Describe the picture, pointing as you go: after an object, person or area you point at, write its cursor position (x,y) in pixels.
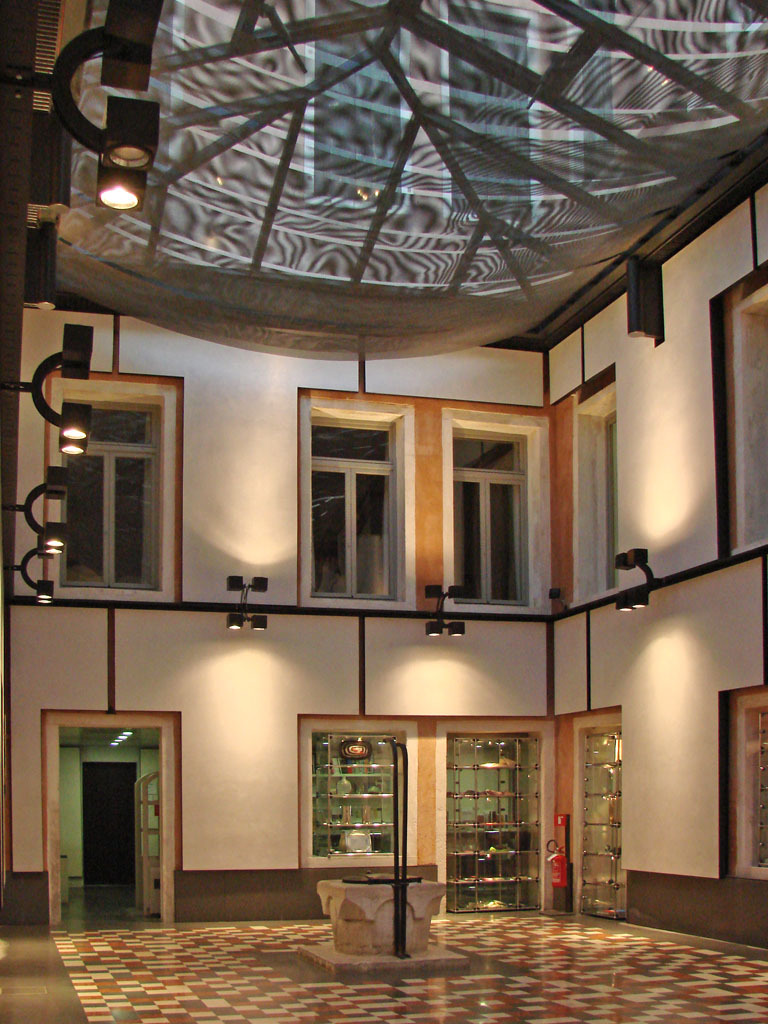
This image is taken inside a building (8,264). There are windows (366,504). There is a door (159,818). At the bottom of the image (215,985) there is floor (598,1011). At the top of the image (197,45) there is cloth (95,103). There are lights (131,164).
